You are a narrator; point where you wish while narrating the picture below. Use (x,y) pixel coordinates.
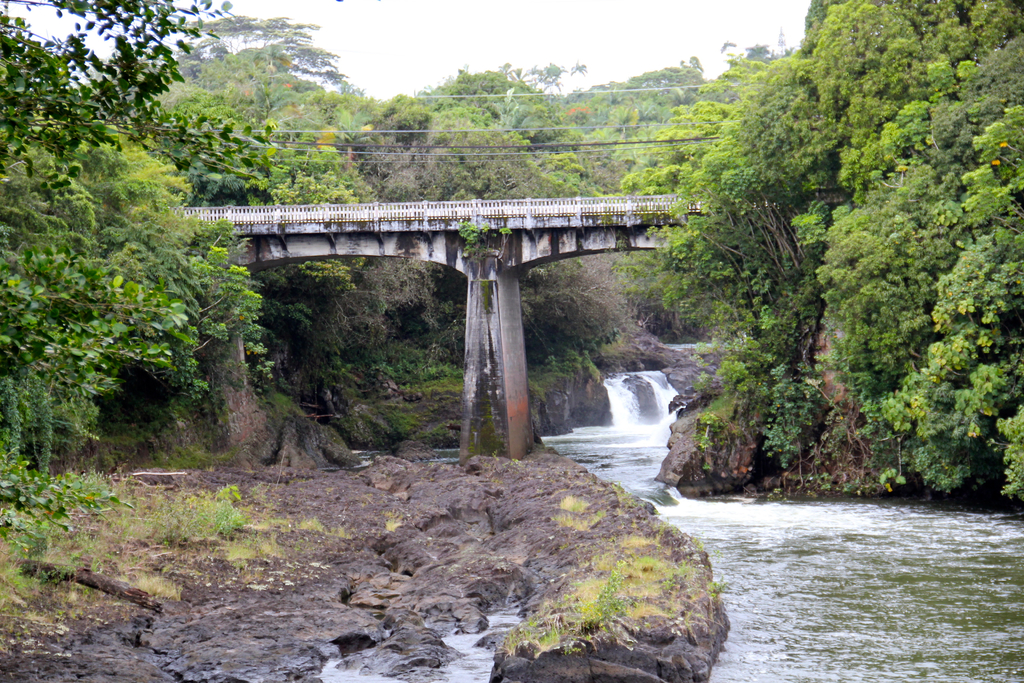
In the center of the image (384,247) we can see bridge (445,202), wires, water (863,623), mountains (628,356), trees (653,285). At the top of the image (519,36) there is a sky (547,34). At the bottom of the image (861,589) we can see rocks (686,652), water (735,611).
